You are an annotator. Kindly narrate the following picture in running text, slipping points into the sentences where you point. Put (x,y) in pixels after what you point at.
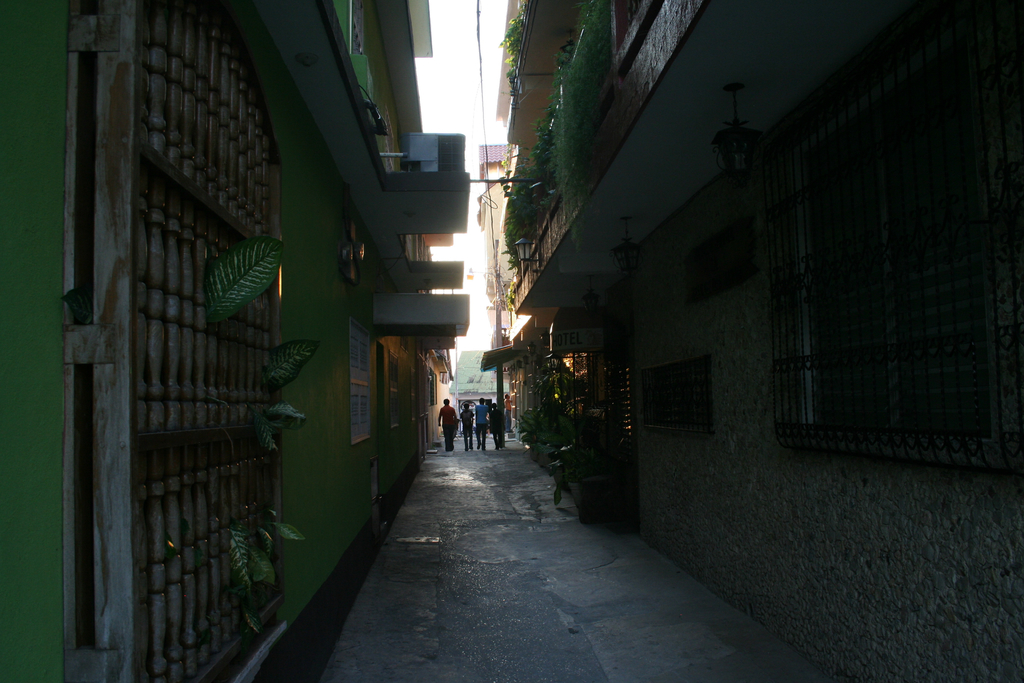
In this picture there are buildings (528,11) on the right (880,425) and left side of the image (314,555) and there are people (450,410) in the center of the image (480,405), there are windows (693,384) on the buildings (268,325) and there are plants (510,83) at the top side of the image (539,169) and there is a plant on the left side of the image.
